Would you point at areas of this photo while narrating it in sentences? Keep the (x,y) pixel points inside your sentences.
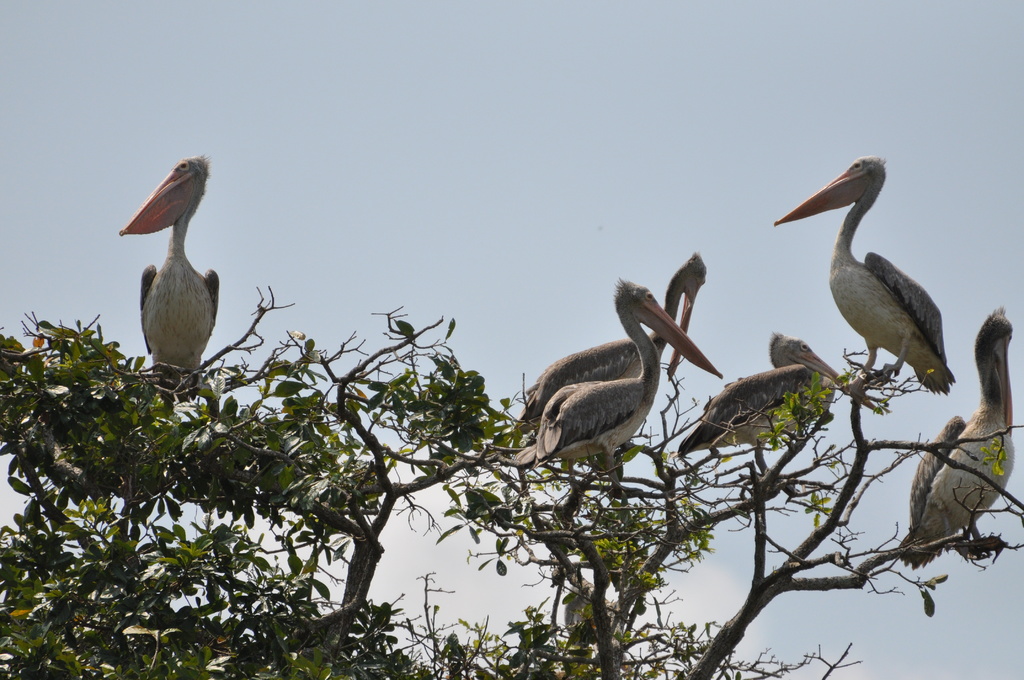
In this picture I can see birds (769,399) are sitting on a tree (339,422). In the background (388,225) I can see the sky (378,244).
